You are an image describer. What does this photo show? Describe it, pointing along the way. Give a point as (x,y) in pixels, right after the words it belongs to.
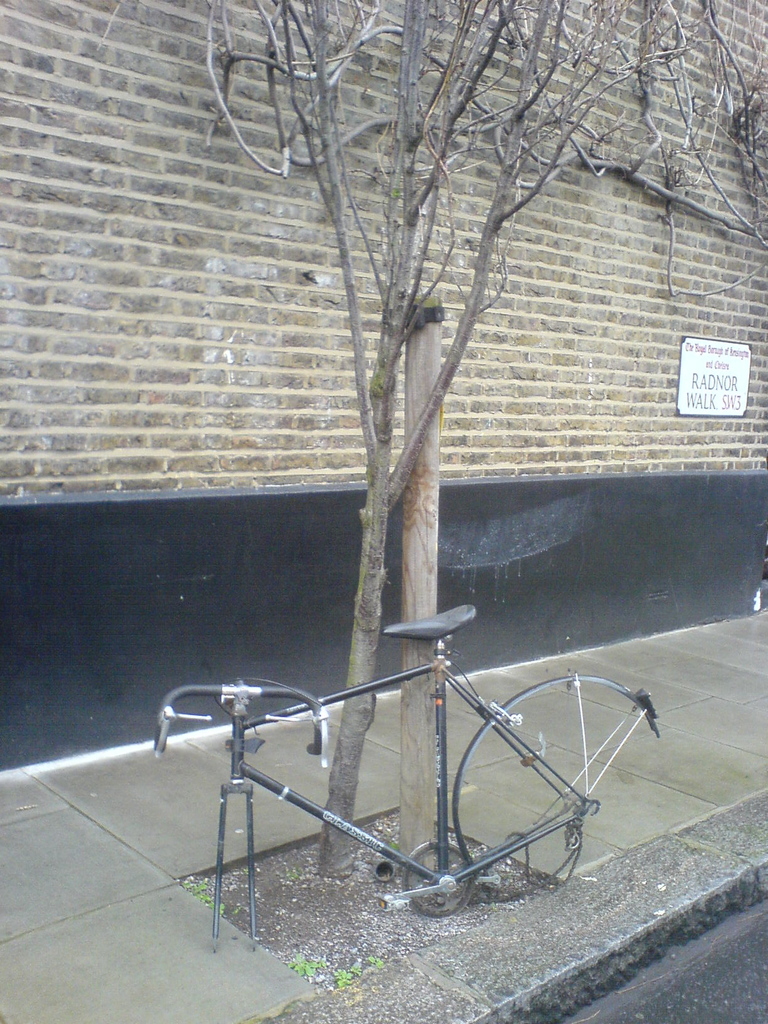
In this image we can a bicycle (463,774), tree (392,310), pole (426,587), plants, walls (391,549), also we can see a board (696,382) with some text (713,396) written on it, also we can see the pavement (634,869).
